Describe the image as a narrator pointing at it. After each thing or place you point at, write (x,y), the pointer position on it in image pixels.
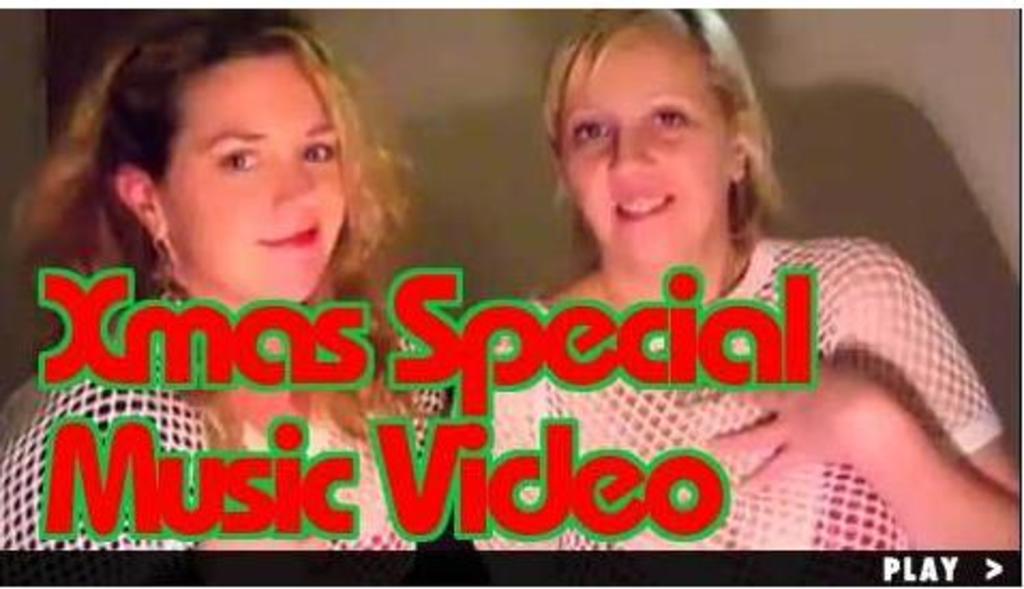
In this picture we can see two women (429,408). On the backside (483,266) we can see a wall (555,246). We can also see some text (272,495) on this image.
